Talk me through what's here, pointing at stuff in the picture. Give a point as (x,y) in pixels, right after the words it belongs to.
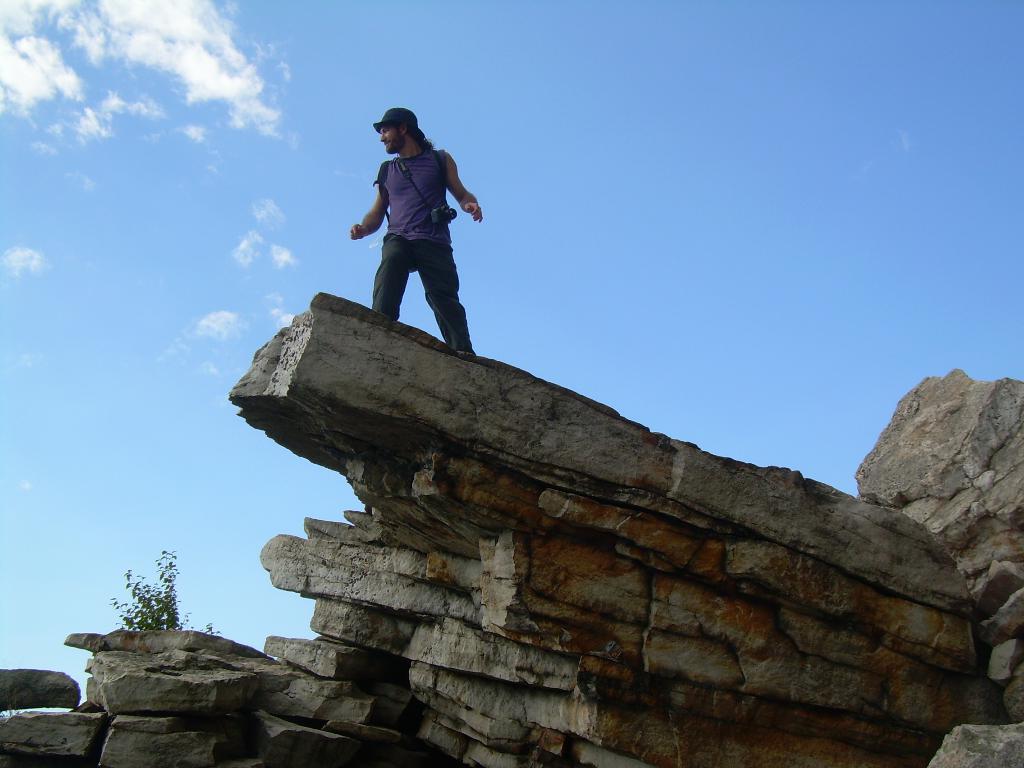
In this image we can see a person (473,208) standing and wearing a camera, there are some rocks (414,637) and a plant (132,620), in the background (160,204) we can see the sky (801,132) with clouds (174,10).
